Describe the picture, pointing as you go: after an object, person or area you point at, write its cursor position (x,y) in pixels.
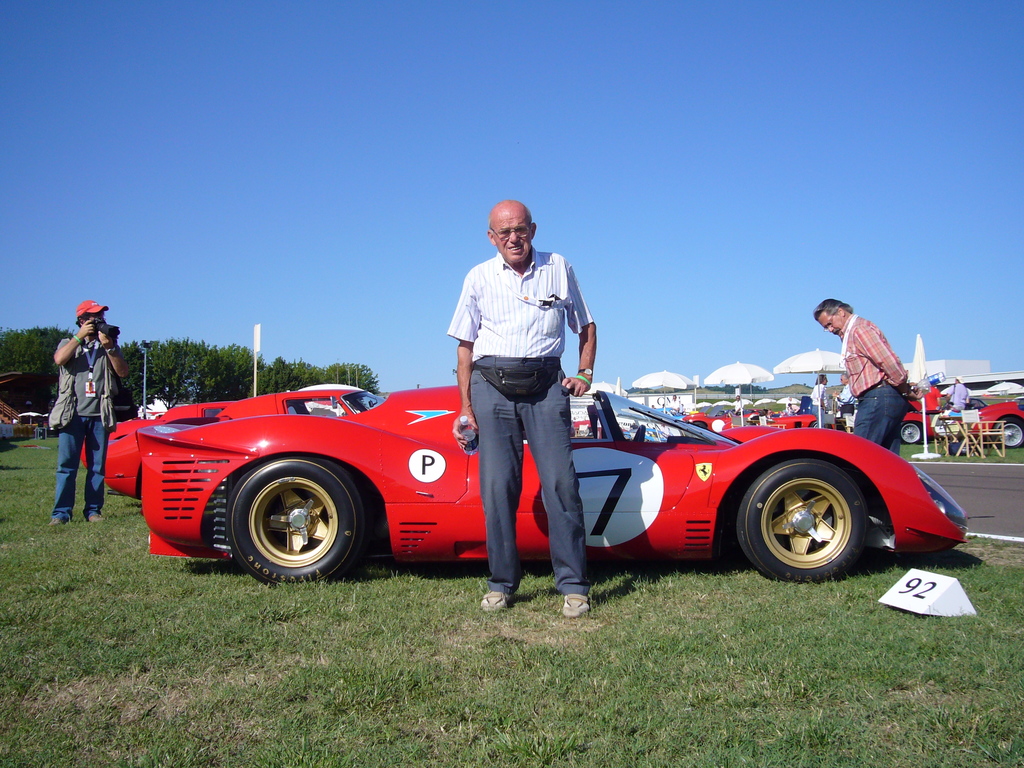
This image is clicked outside. There is grass (687,643) at the bottom (806,705). There are trees (294,377) on the left side (199,383). There is a car (300,441) in the middle (601,449). There are some persons (533,326) in the middle (562,498). There are tents (924,456) on the right side (782,362).
